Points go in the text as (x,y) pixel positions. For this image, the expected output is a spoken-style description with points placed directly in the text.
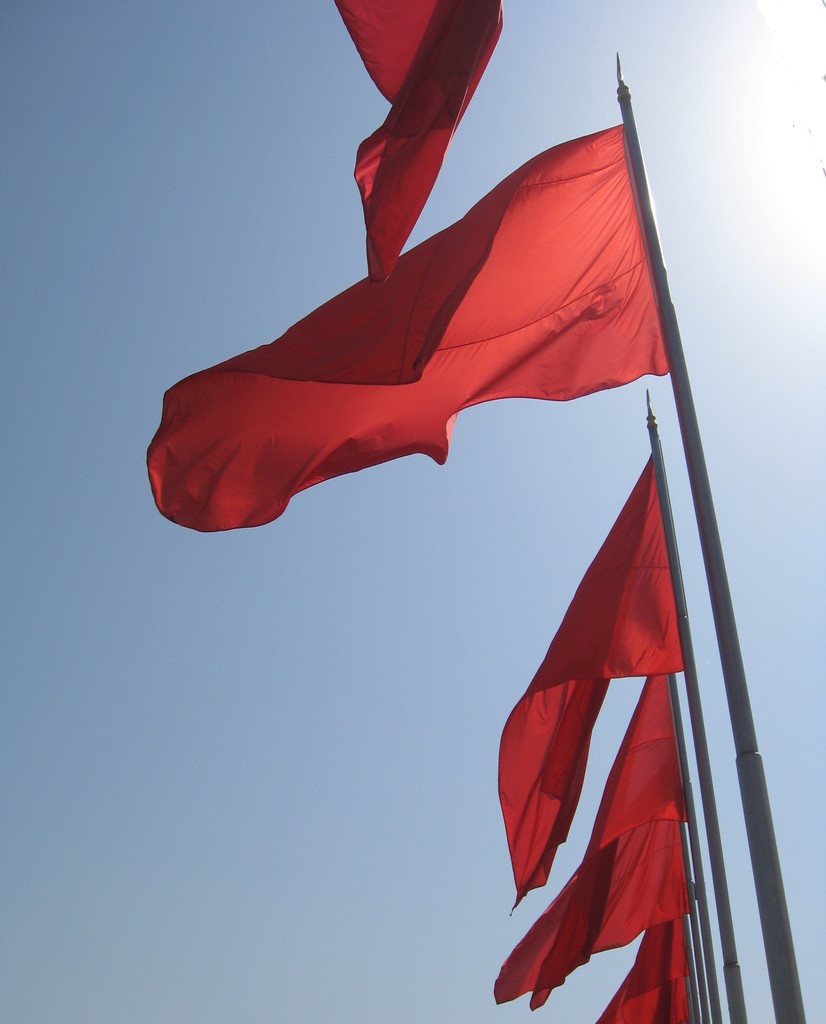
In this image I can see red color flags (445,252) to the poles (667,296). On the top of the image (132,190) I can see the sky (93,445) in blue color.
